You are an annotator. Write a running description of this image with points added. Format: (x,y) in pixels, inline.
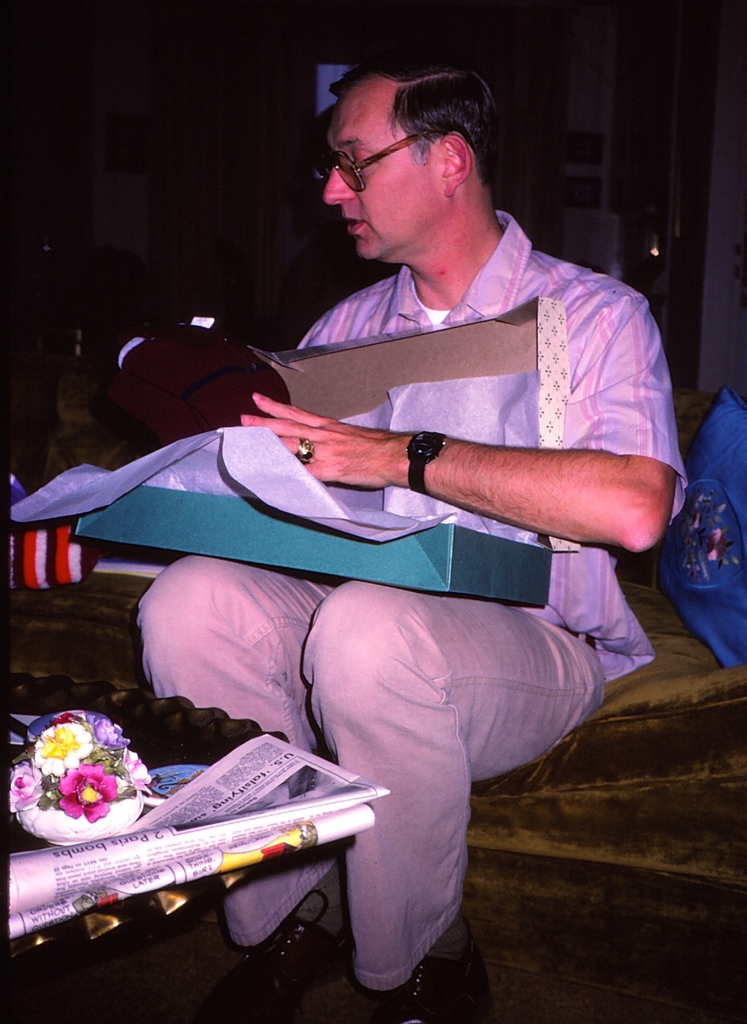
In this image in the center (376,638) there is one man (371,598) who is sitting and he is holding one box (390,385), and at the bottom (89,931) there is one tray (175,893). In that tray (92,918) there is one flower bouquet (61,743) and news paper (343,829), in the center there is one sofa (633,733). In the background (604,116) there is a wall (127,244) and some other objects (666,225).
